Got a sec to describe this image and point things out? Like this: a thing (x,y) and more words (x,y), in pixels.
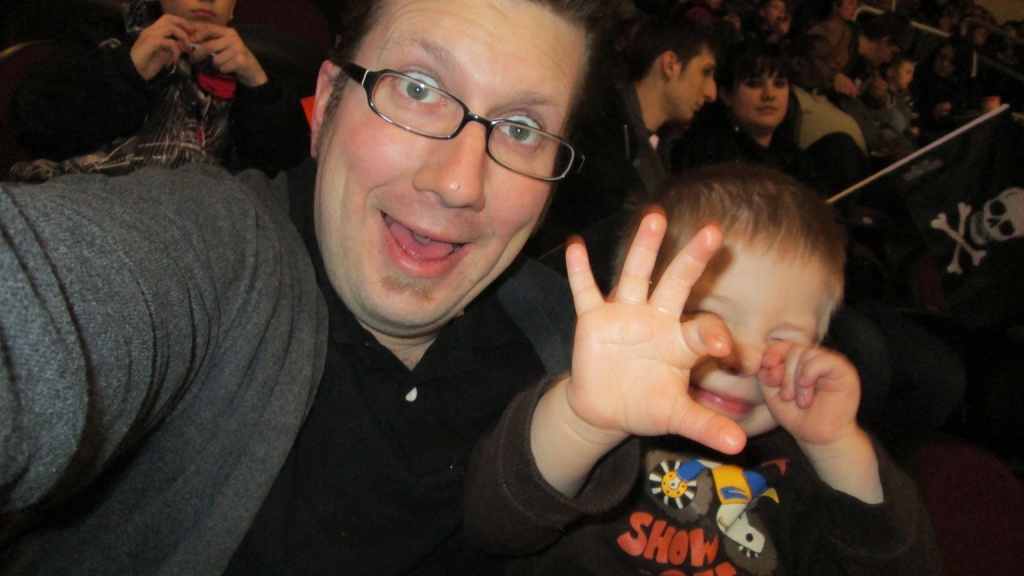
In this image, I can see the man (379,529) and a boy (680,455) smiling. In the background (680,160), I can see a group of people (732,132) sitting. This looks like a cloth (977,204), which is hanging to the pole (857,184).
